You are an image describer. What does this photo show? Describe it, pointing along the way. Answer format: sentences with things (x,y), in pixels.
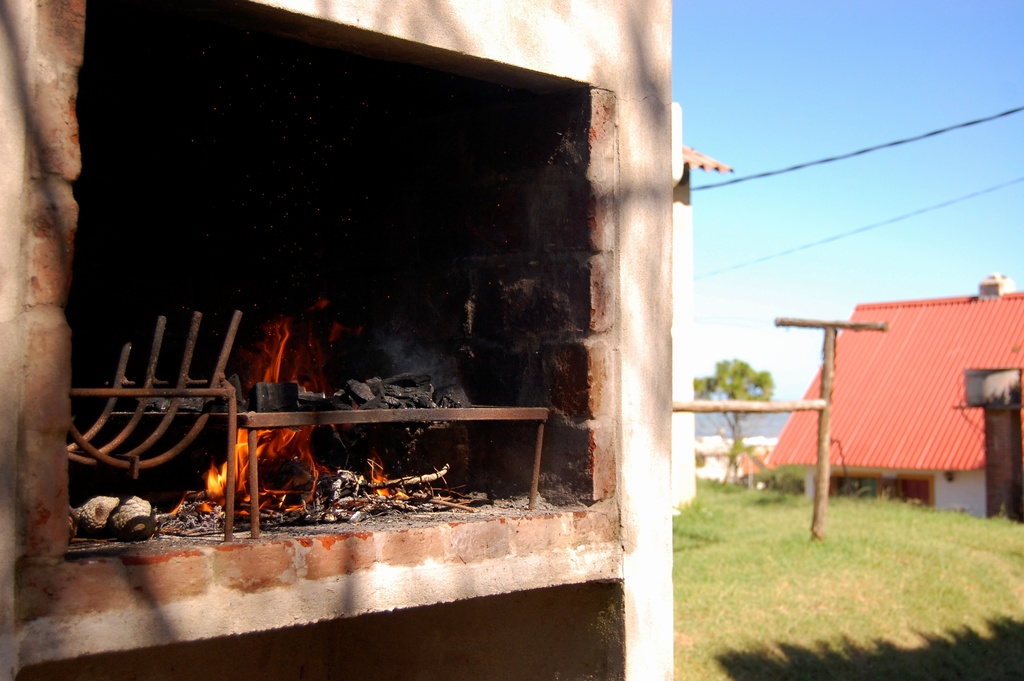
In the foreground of this image (195,299), there is a hearth (493,387) on the left (261,501). On the right (688,210), there are two houses (888,343), wooden pole structure (819,403), grass (806,619), a tree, a chimney like an object (997,421), cables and the sky (804,34).
